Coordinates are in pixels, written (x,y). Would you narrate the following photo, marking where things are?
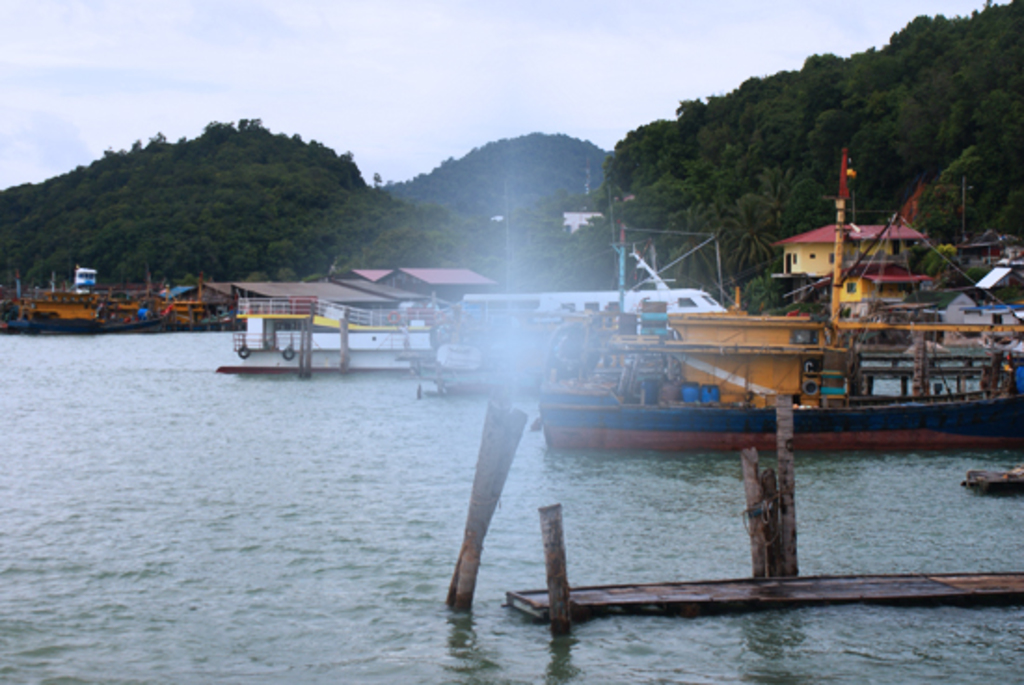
In the center of the image (663,453) there is a lake (398,492) and we can see ships (628,407) on the lake (367,516). In the background (281,197) there are hills (522,219) and sky (417,84).
